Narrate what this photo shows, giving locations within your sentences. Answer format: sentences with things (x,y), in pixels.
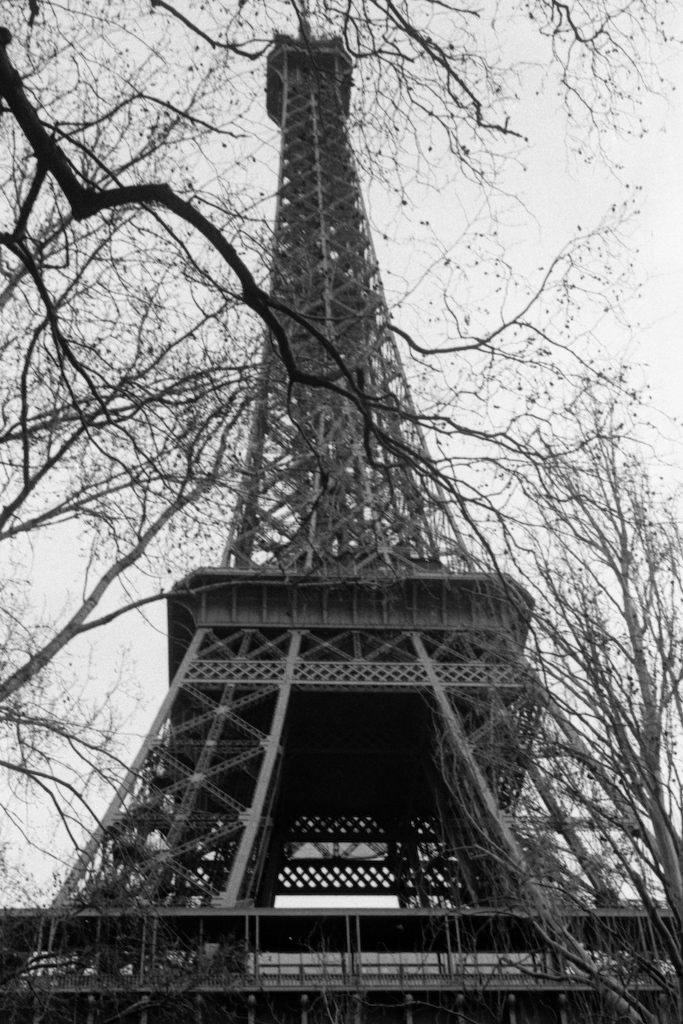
In the image we can see tower (326,613), tree branches (113,178) and the sky (538,210).
